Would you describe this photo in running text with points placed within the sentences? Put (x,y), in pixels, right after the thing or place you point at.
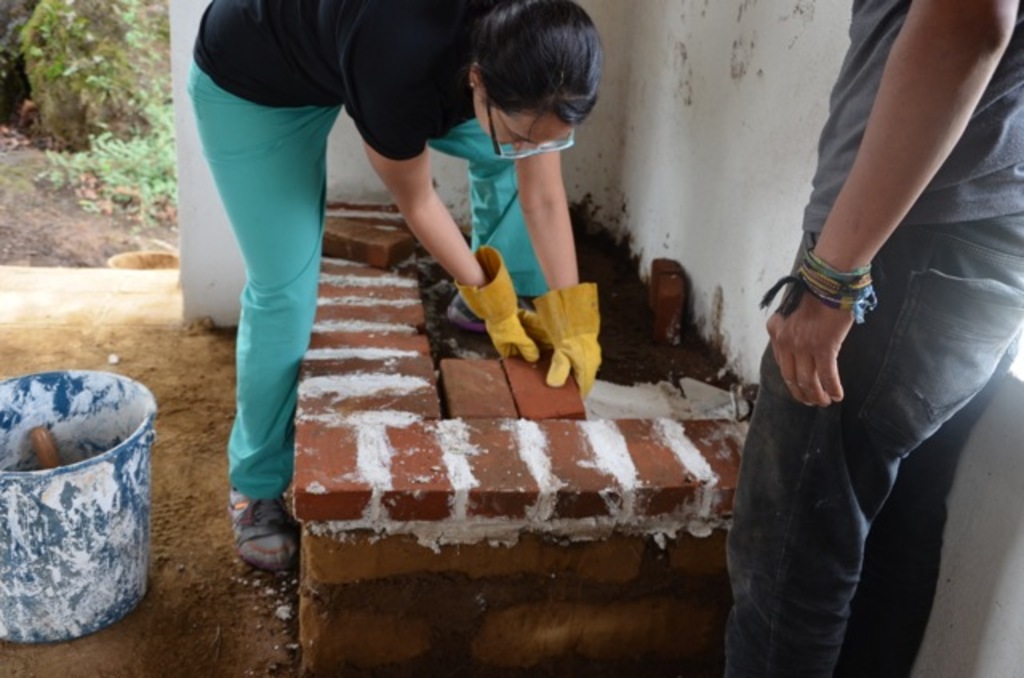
In this image we can see a person (292,93) standing and holding a brick (525,398). At the bottom (348,544) there is a brick wall (507,500). On the right (919,534) there is a man (913,427) standing. On the left (74,466) there is a bucket (93,548). In the background (112,172) there are plants (145,170).
